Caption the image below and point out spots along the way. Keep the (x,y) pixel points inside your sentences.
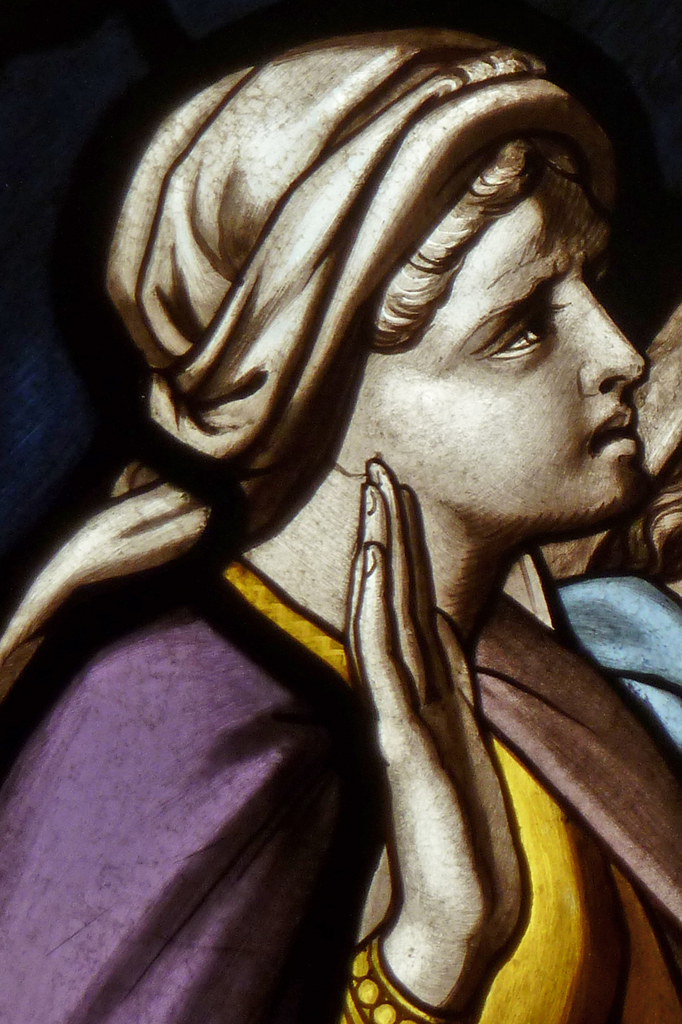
In this image I can see the person art (468,486) and it is in purple, yellow and brown color. Background (492,16) is in black color.
